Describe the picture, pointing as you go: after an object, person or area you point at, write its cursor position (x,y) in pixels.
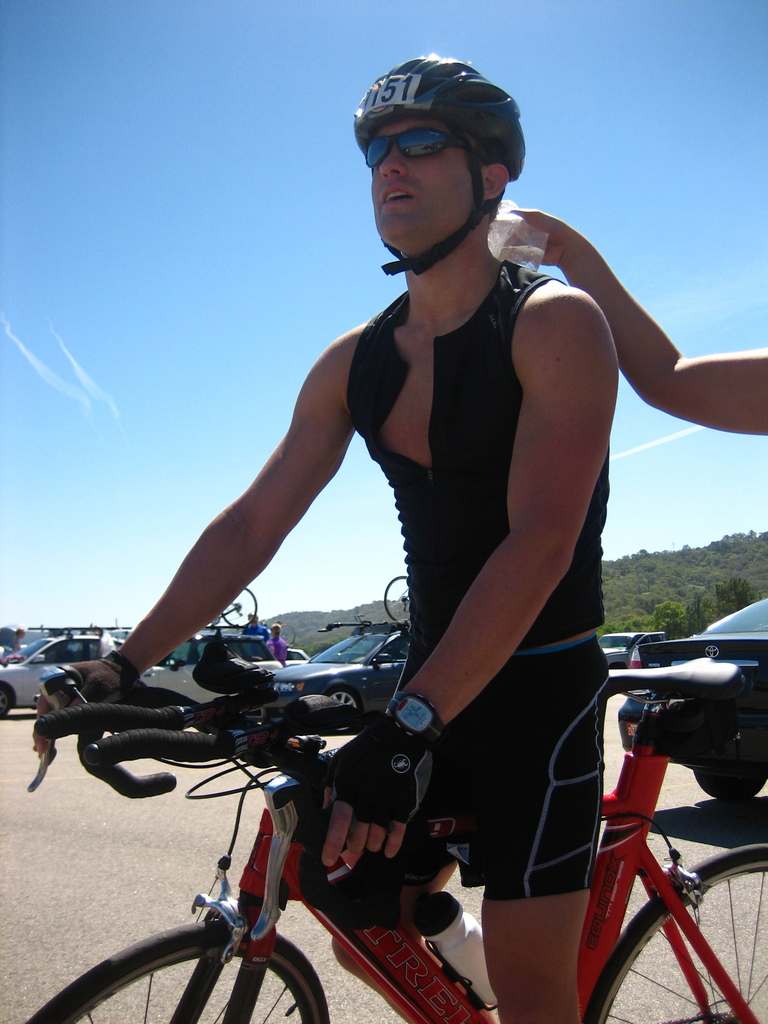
A man (498,955) is holding a bicycle (602,887) and wear a helmet (467,119).
